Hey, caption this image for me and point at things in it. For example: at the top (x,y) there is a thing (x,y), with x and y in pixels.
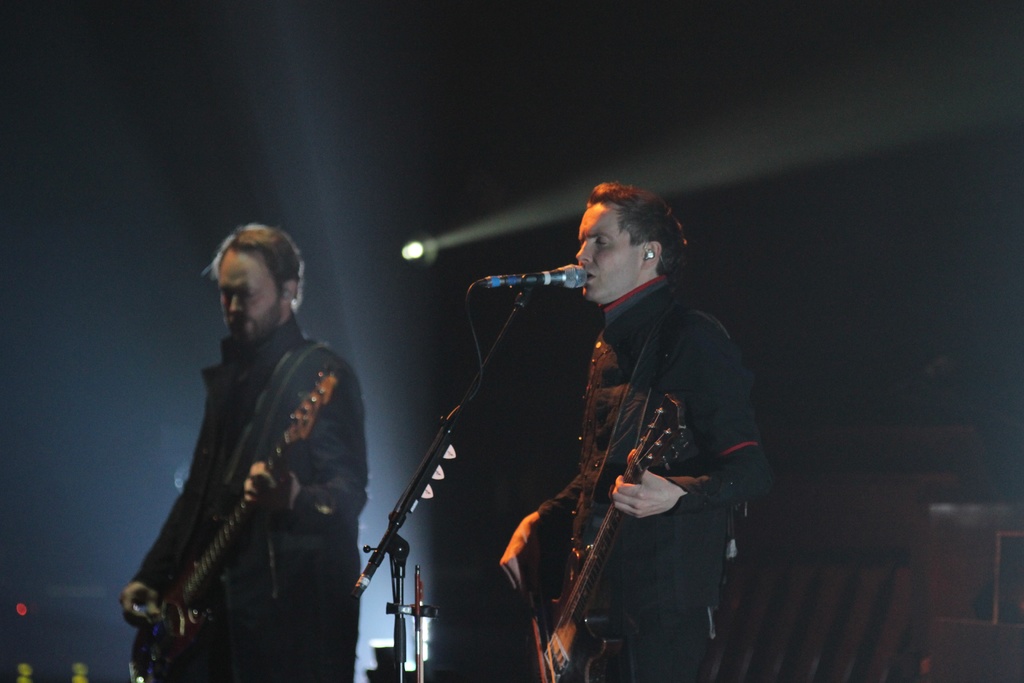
In this picture we can see two men (353,441) where one is holding guitar (189,610) in his hand (156,607) and playing it and other is also holding guitar (574,663) and singing on mic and in background (765,447) we can see light (416,255) and it is dark.
